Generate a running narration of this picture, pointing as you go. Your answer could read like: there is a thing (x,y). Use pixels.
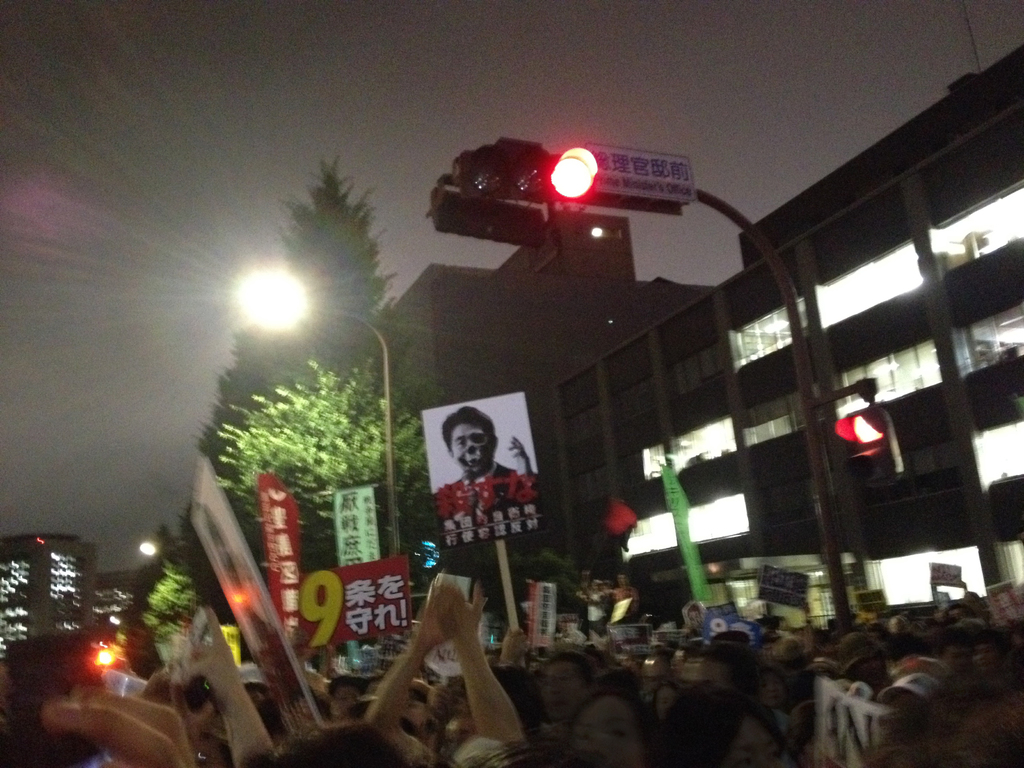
In this image I can see the group of people (626,722). In the back (450,652) there are many banners (387,606) and boards (718,619) can be seen. I can also see the trees (279,447) and light poles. To the right (822,386) I can see the building (692,414). In the back (190,296) I can see the sky (29,302).
